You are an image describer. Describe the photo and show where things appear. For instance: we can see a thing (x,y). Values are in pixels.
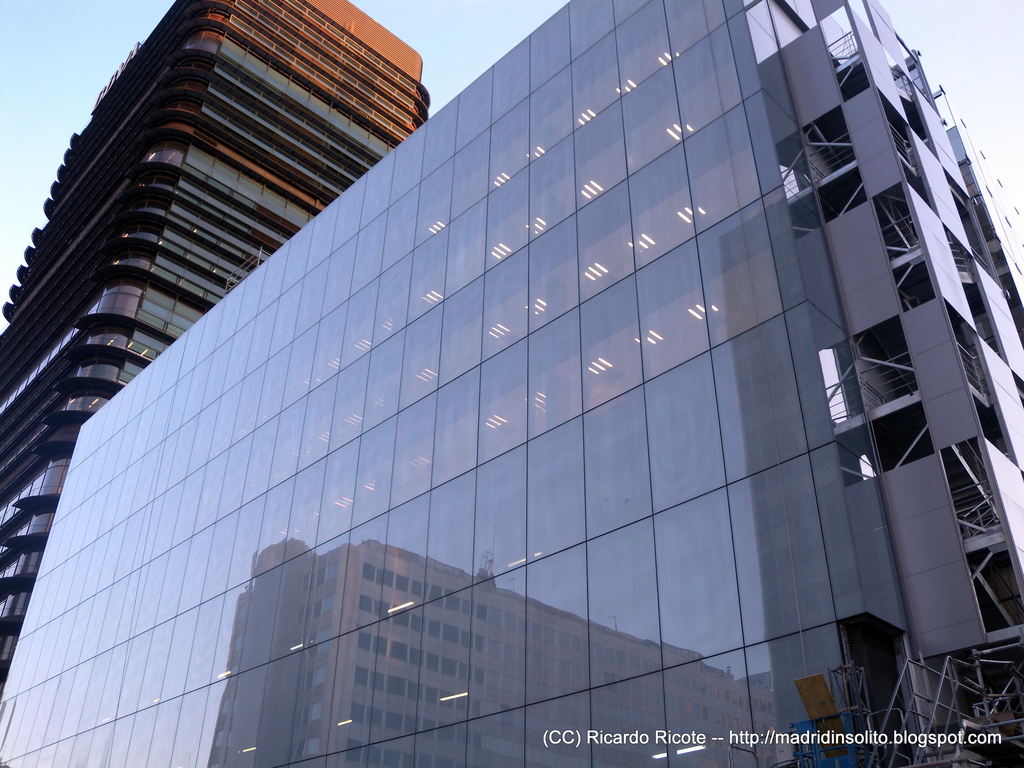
In this image we can see two buildings (230,217) and a reflection (442,672) of a building (397,634) on the other building (427,449) and sky (475,41) in the background (510,30).
